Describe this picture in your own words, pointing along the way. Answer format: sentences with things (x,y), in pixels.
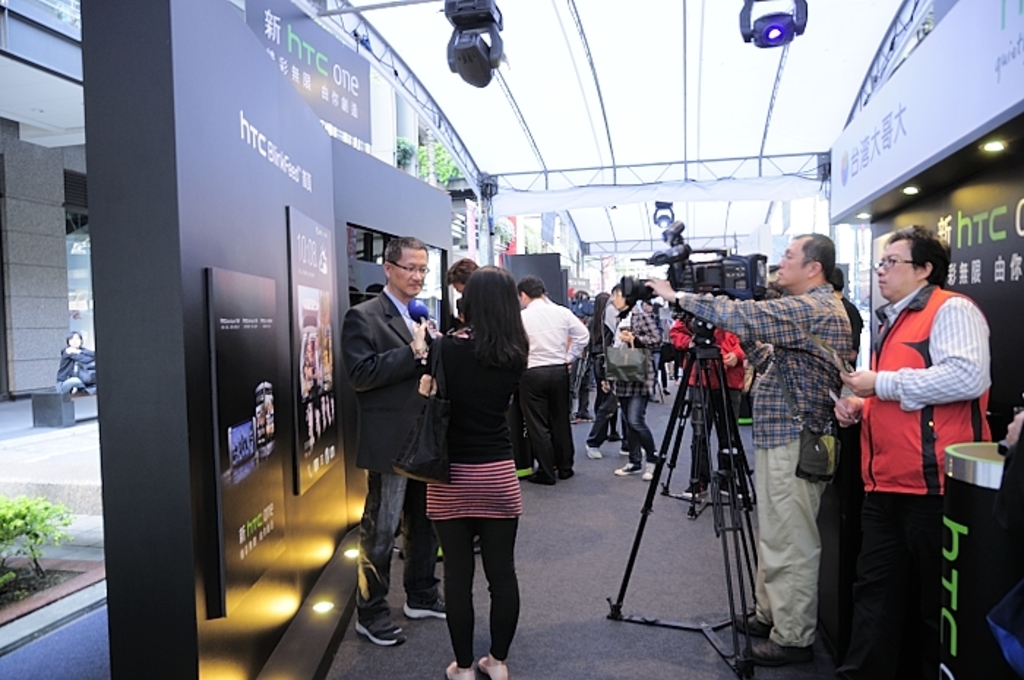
In this image we can see many people (792,482). There is a video camera (718,262) on a stand (726,409). There is a lady (471,401) holding a bag (435,429). Also there is a mic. And we can see photo frames (265,448) on the wall (264,131). And there are images (326,330) and text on the photo frames (313,316). Also there are walls (257,83) with boards (323,66). On the boards (1000,287) there is text (983,250). On the left side (76,98) there is a building (49,101).
